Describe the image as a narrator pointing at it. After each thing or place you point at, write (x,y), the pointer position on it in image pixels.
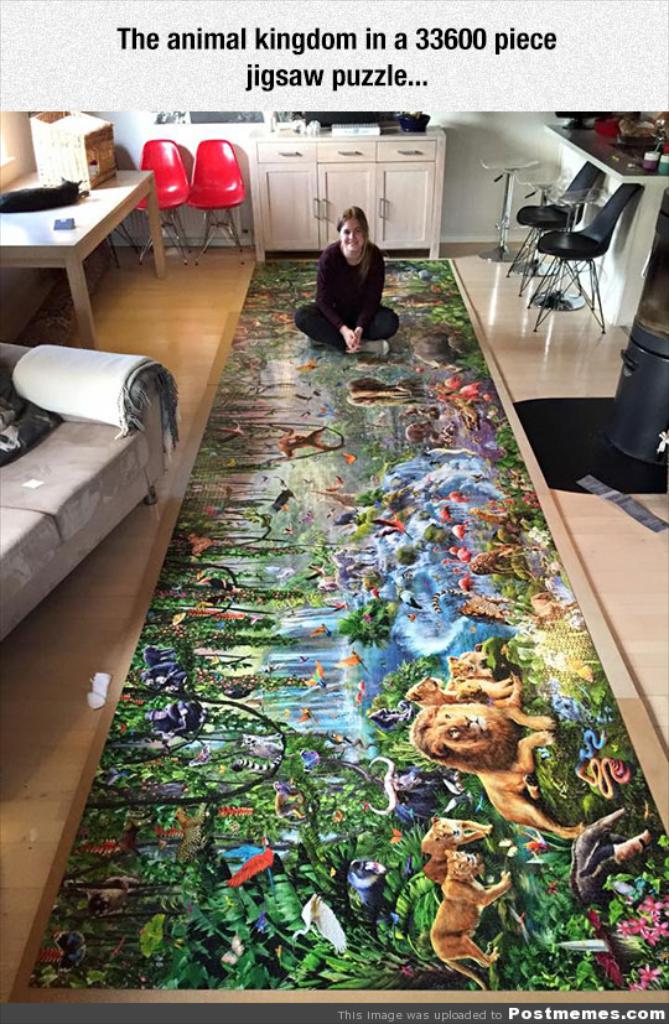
In this image I can see a person (344,345) sitting at the end of a jigsaw puzzle (361,698) which is colorful. There is a couch (28,471), table (107,218), chairs (215,169), cupboard (427,225) and the stove (619,395) in this room (609,389).
